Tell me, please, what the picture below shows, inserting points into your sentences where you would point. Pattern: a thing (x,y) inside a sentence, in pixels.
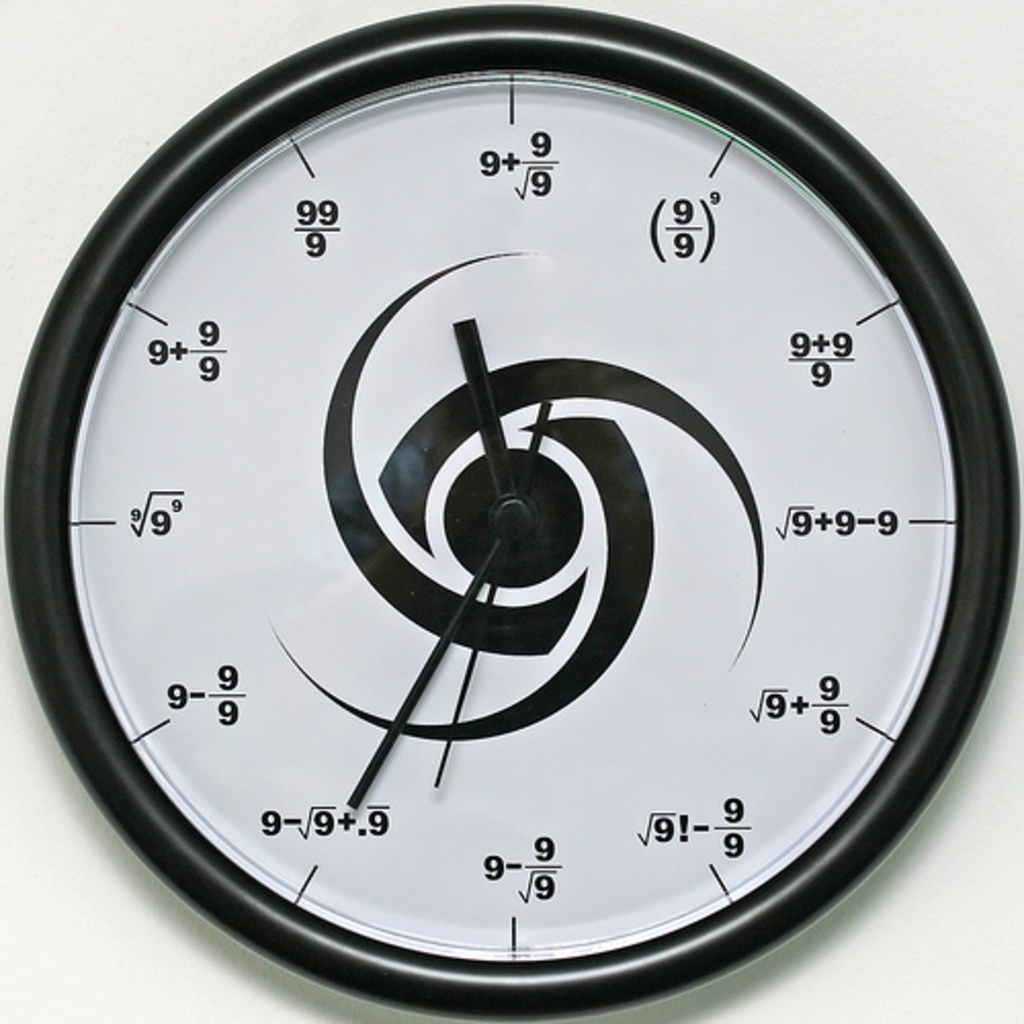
In this picture I can see a wall clock (523,497) and I can see white color background (986,892).
